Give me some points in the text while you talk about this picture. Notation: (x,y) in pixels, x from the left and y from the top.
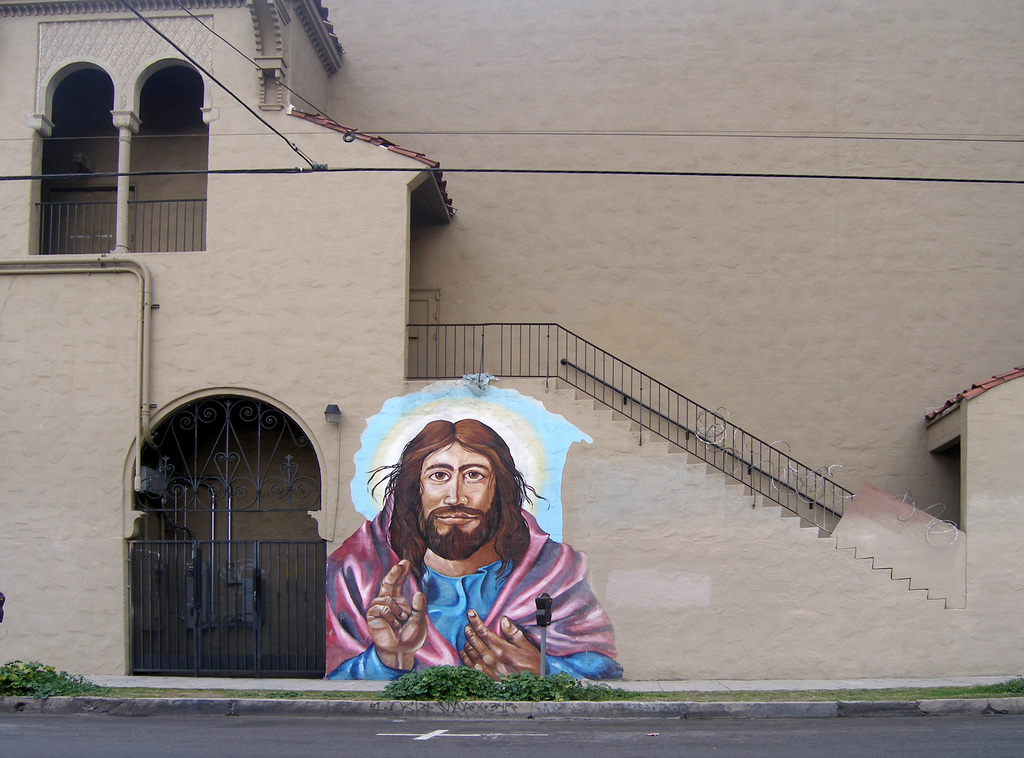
In the picture there is a house (348,278) and in front of the house (328,352) there is a gate (255,497), beside the gate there is a painting (420,506) of Jesus (526,603) on the wall (70,573), there is a road (475,720) in front of the building (450,388).
